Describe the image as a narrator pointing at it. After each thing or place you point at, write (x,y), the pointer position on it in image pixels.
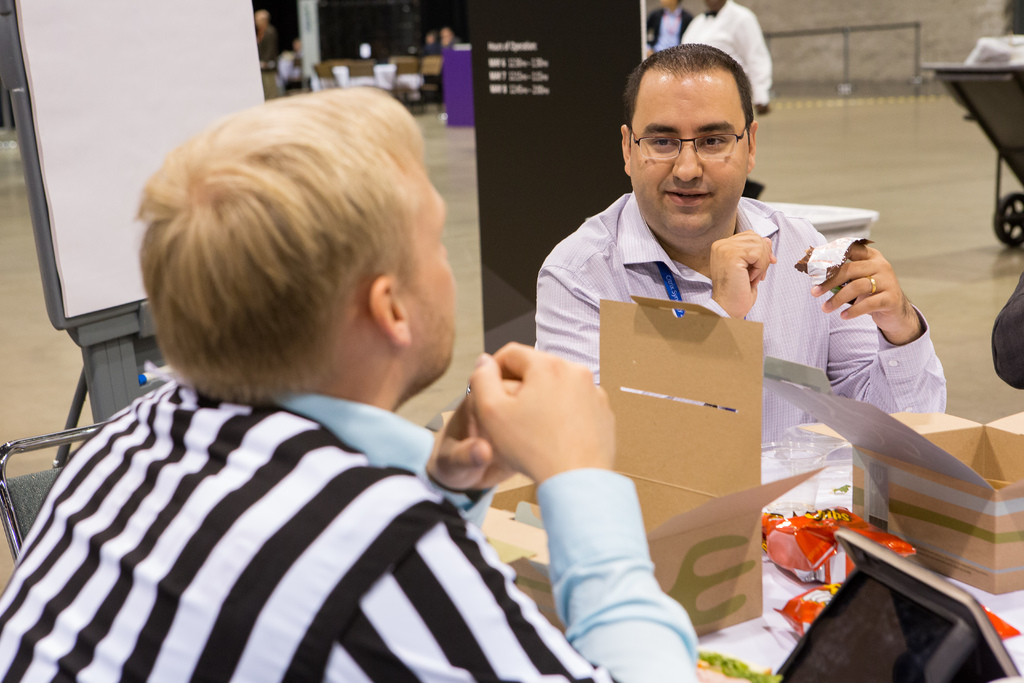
In this picture there are two people (578,359) sitting. There are boxes (906,422) and objects (1001,669) on the table (710,639). At the back (580,6) there are group of people (720,43) and there is a board (546,132), there is text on the board (612,92). There are table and chairs (372,71) and there might be a railing (845,52). At the bottom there is a floor (1009,286).
